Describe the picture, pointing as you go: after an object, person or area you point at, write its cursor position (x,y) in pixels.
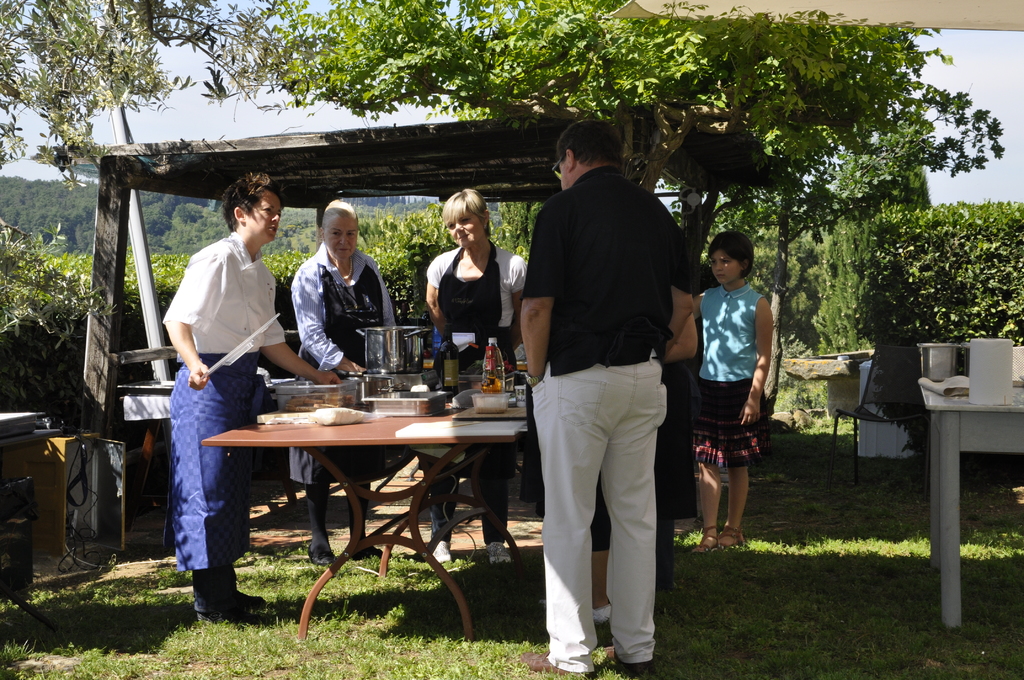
In this image few people (207,273) are standing around a table (418,406). On the table (429,415) there are vessels (420,356), bottle (447,366), box (486,401), food (342,407). There is a table (979,413) on the right (971,422). In the background (874,282) there are trees (79,99).
